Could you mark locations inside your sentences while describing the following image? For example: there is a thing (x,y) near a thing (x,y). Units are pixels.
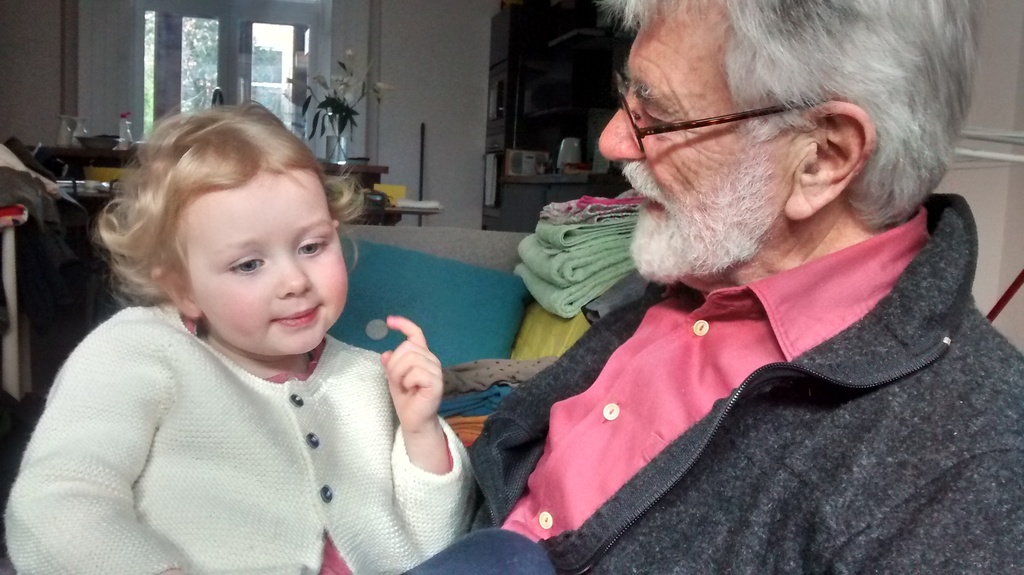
This is an inside view. Here I can see a girl (274,417) and a man (662,330). The man (642,370) is looking at this girl (289,324). They are sitting on a couch (495,349). On this couch (477,311) there is a pillow (468,309) and some clothes (475,373). In the background (96,166) there is a table (89,166) on which few objects (105,146) are placed and also there is a cupboard (489,127). In the background (239,56) there is a window (283,65) to the wall (418,55).
